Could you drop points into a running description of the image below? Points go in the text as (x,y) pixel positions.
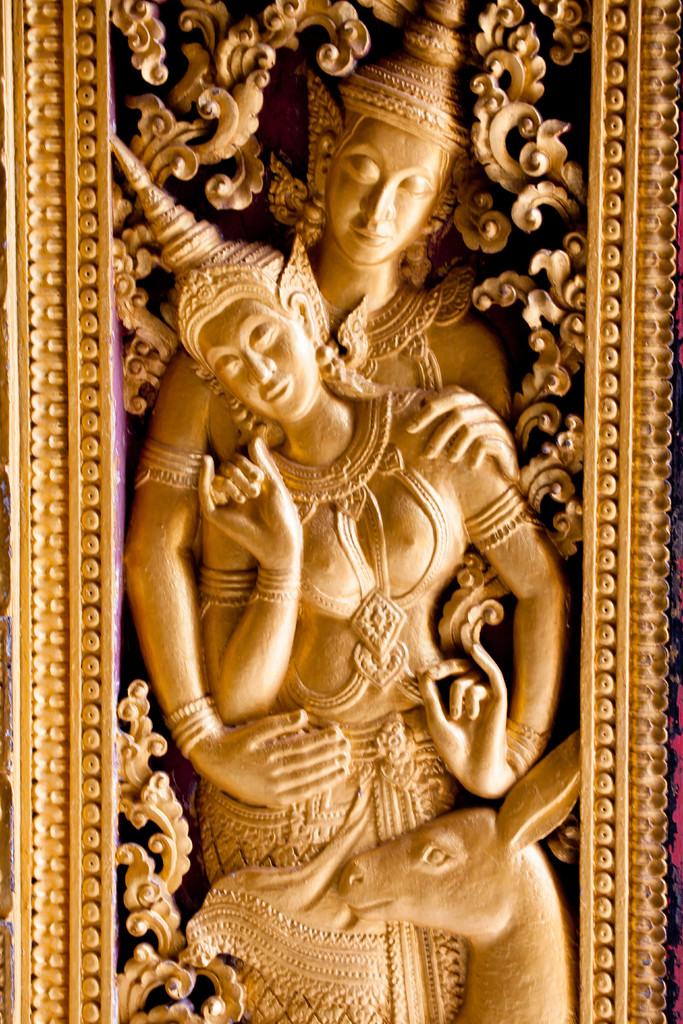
In this image we can see the statue (358,295) which represents human (275,329) and we can see two people (461,287) and at the bottom (524,810) there is an animal (555,816).
